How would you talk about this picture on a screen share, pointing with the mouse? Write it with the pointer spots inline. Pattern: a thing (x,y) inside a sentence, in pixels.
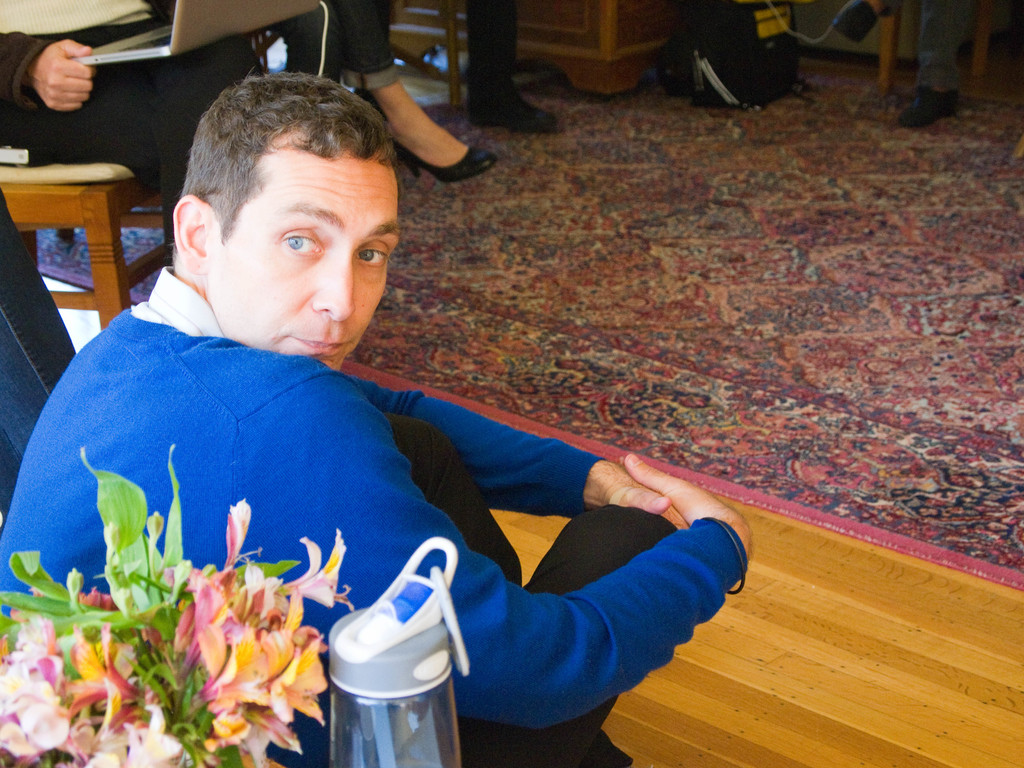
This picture describes about group of people (333,358) few people (124,86) are seated on the chair (457,46), one person (181,334) is seated on the floor (817,597) besides to him we can see flowers (129,712) and bottle (428,639), in the top left corner (223,70) a person (223,70) is working with his laptop (214,33).
